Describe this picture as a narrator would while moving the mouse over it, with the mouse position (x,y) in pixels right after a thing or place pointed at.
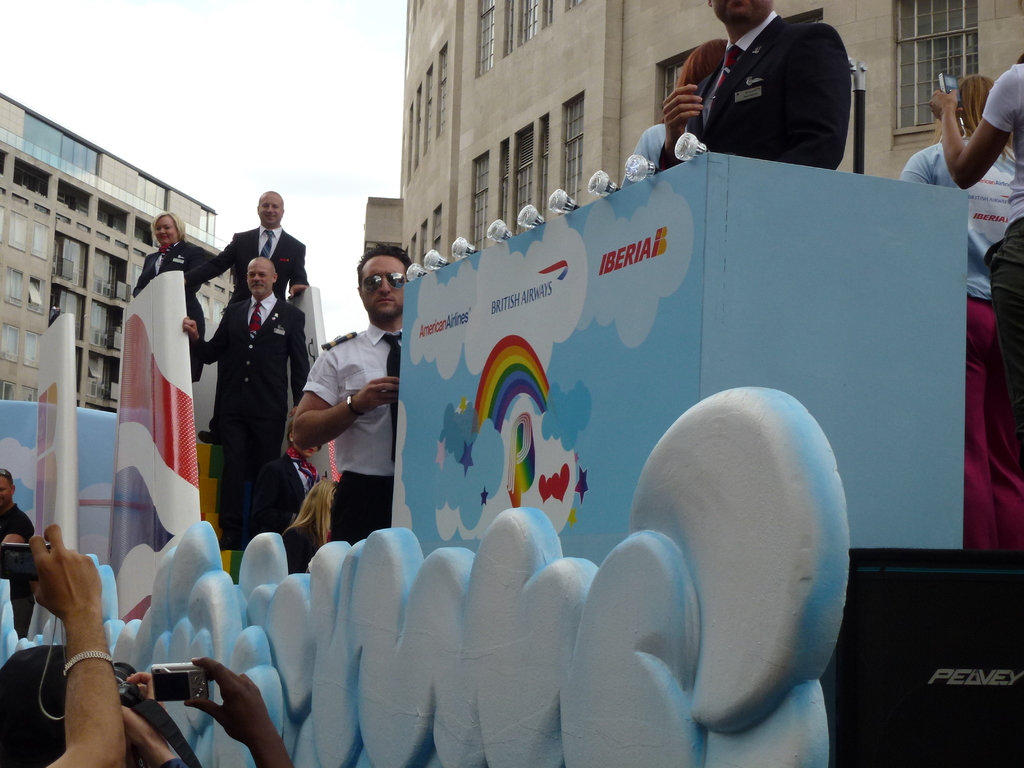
Here in this picture we can see a group of people (257,294) standing over a place (441,389), as we can see the place (156,427) is decorated over there and in the middle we can see lights (688,154) present on it and behind them we can see buildings (383,203) present over there and in the front (43,643) we can see people (22,660) capturing the moment with cameras (30,574) in their hand (58,577) over there.
